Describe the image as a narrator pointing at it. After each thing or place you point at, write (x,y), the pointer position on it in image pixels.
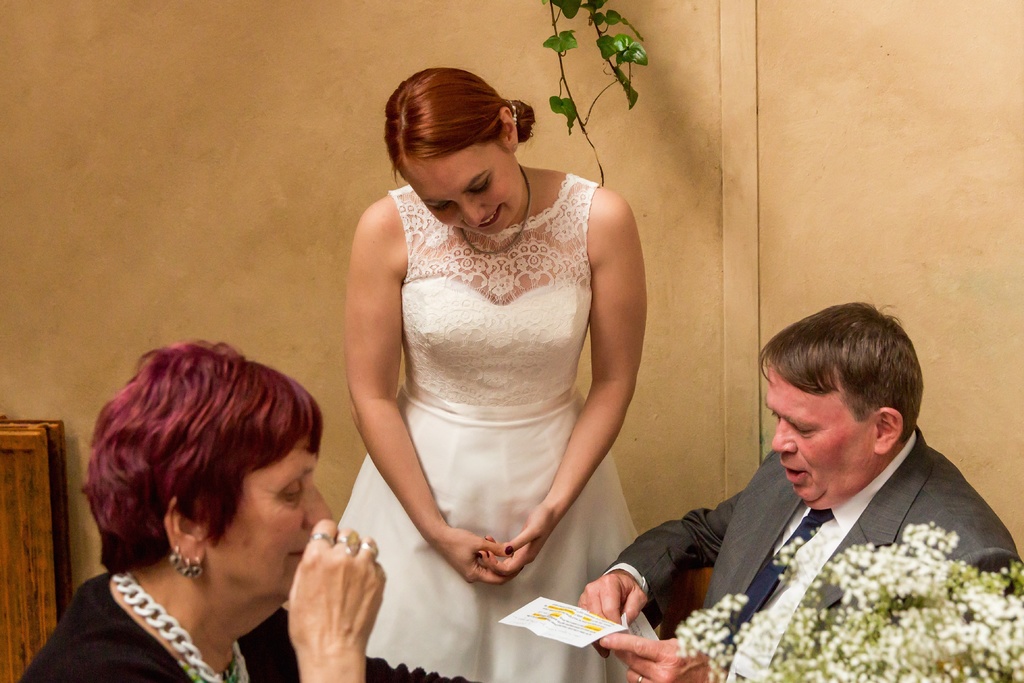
In this image I can see two persons (200,577) are sitting, few flowers (889,637) which are white in color and a person (497,442) wearing white colored dress (493,413) is standing. In the background (250,195) I can see the wall (196,149) and a plant (609,49).
